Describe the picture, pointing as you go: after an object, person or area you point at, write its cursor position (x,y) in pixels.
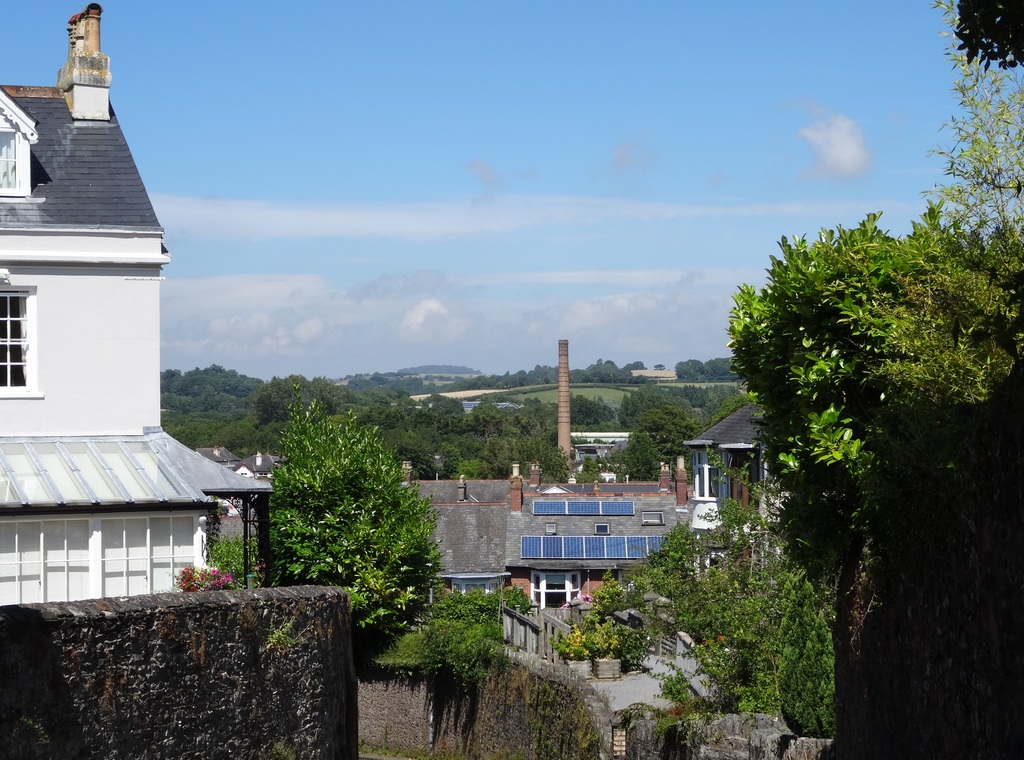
We can see wall (950,646), plants (861,612) and house (18,88). In the background (484,468) we can see buildings (483,499), trees (484,468) and sky (340,233) with clouds (254,211).
